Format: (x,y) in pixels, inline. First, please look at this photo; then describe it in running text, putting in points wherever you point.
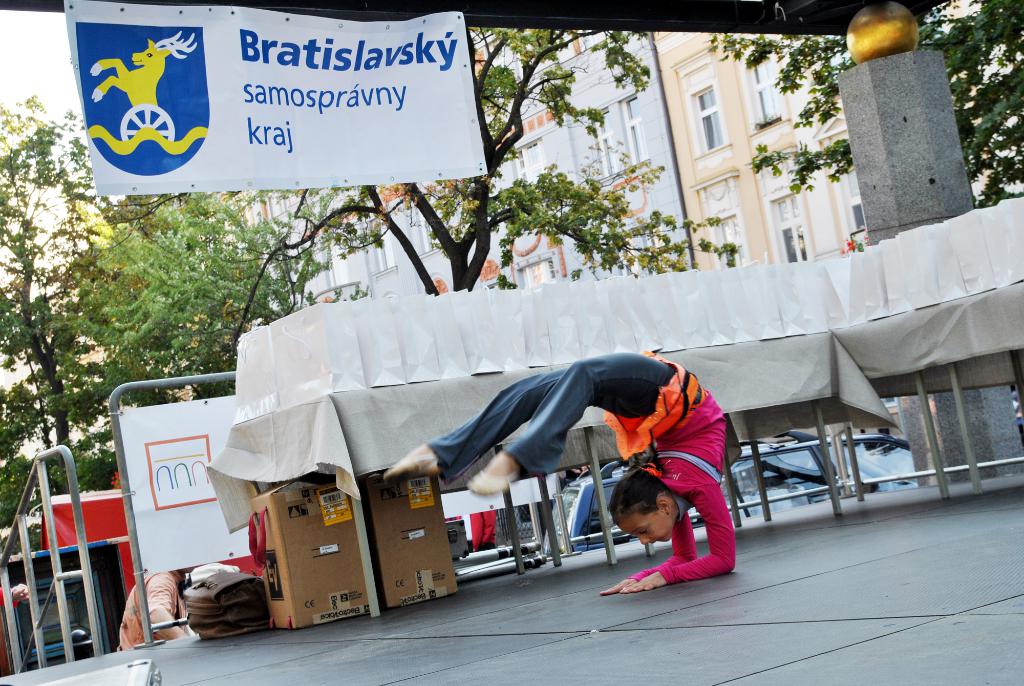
In this image I can see few buildings (684,105), glass windows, trees (462,213), vehicles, poles (362,561), railing (63,574) and few white color bags (320,359) on the table (310,456). I can see a person (661,460) is doing exercise on the floor (793,613). In front I can see a white banner (236,140).
